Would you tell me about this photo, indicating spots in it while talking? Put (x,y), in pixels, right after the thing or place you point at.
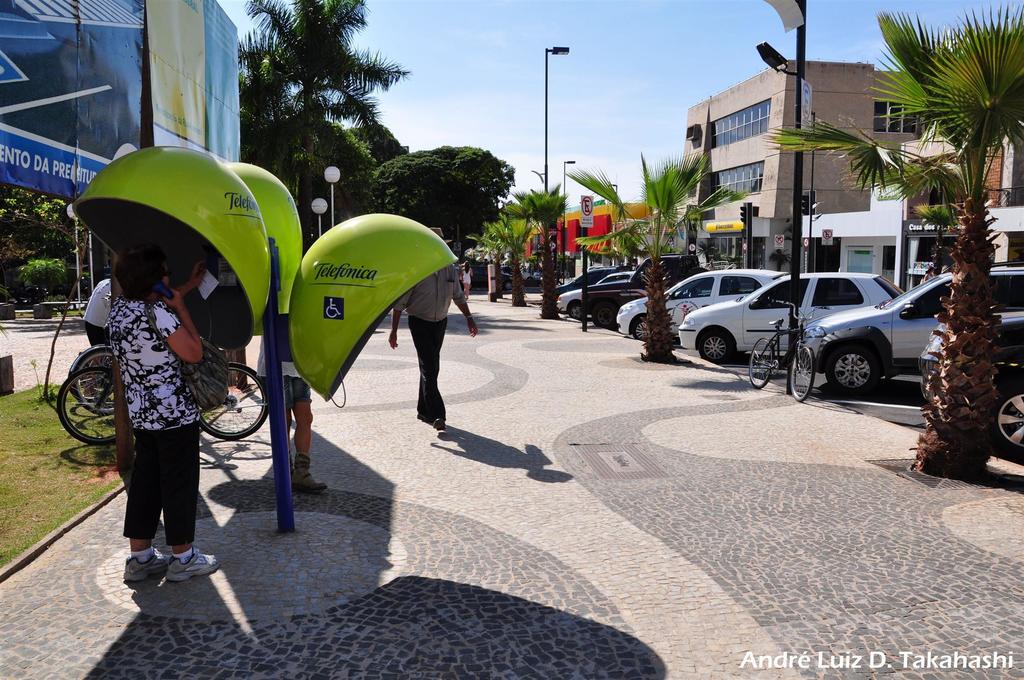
In this image a person (446,286) is walking on the floor (531,488). Left side (226,226) there is a pole (276,410) having few metals (260,272) attached to it. Beside the pole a person (179,393) is standing and she is holding a telephone receiver (167,295). She is carrying a bag (196,389). Few bicycles (94,388) are on the grassland (30,460). Behind the bicycles (79,369) there is a person (105,313) standing. Right side (773,360) a bicycle (793,362) is kept near the street light (789,391). There are few trees (647,292) and street lights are on the pavement (636,399). Few cars (844,311) are on the road (909,383). Background there are few buildings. Top of the image (624,98) there is sky (683,63).
